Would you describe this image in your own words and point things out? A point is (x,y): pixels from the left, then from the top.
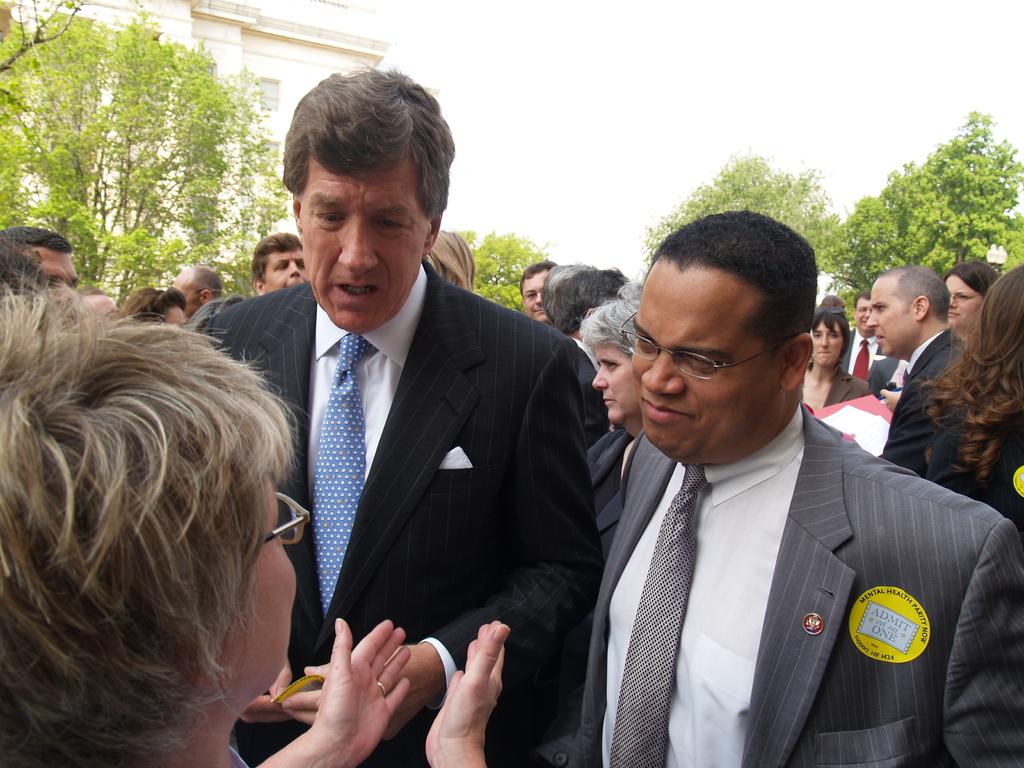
In this picture we can see some people (693,398) are standing, there are some trees (970,239) in the middle (477,281), we can see a building (212,47) on the left side (257,34), there is the sky (757,52) at the top of the picture (711,32).
